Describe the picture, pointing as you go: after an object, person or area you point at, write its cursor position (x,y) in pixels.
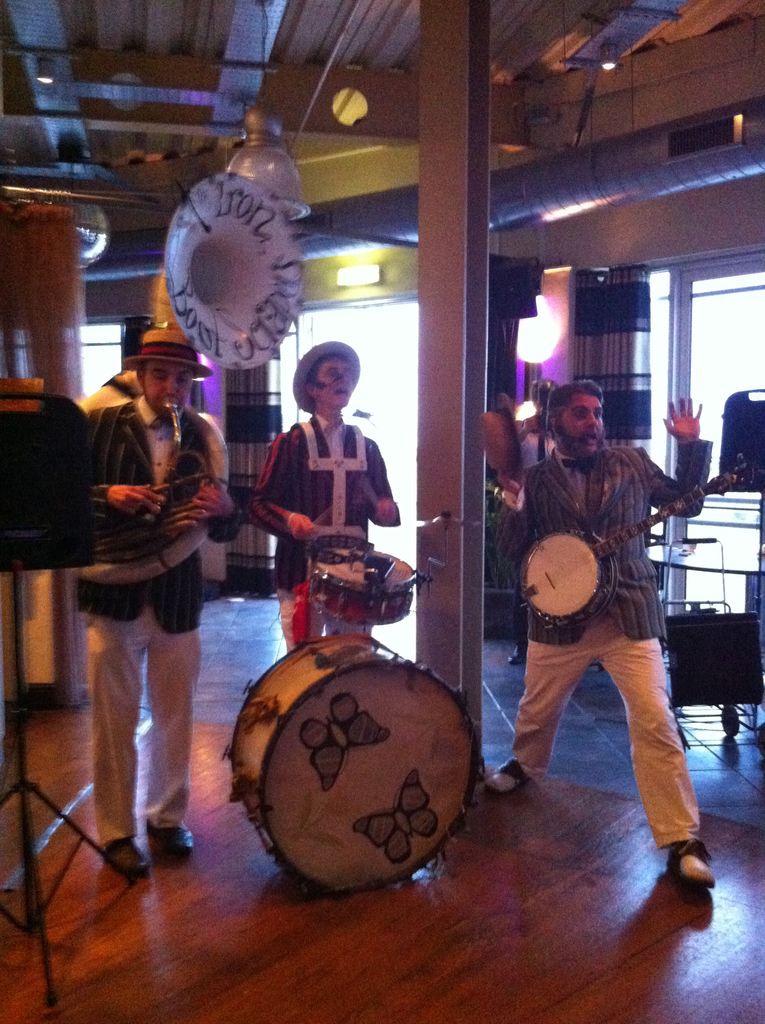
This picture shows three men (587,416) standing and playing musical instruments (264,846).
